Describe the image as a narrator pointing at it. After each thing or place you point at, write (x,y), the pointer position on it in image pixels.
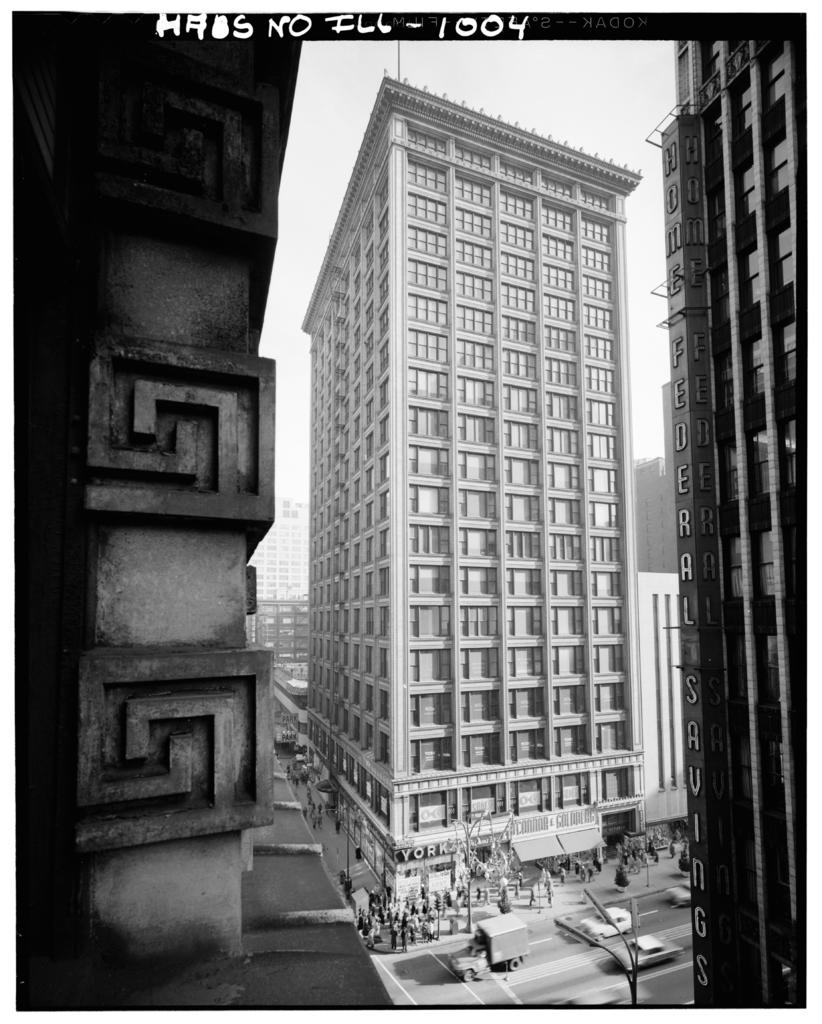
This is a black and white image. In this image we can see buildings (592,556). On the building (738,587) there is a name (719,919). Also there are roads (539,986). There are many people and there are vehicles (594,923). At the top of the image (414,18) something is written.
